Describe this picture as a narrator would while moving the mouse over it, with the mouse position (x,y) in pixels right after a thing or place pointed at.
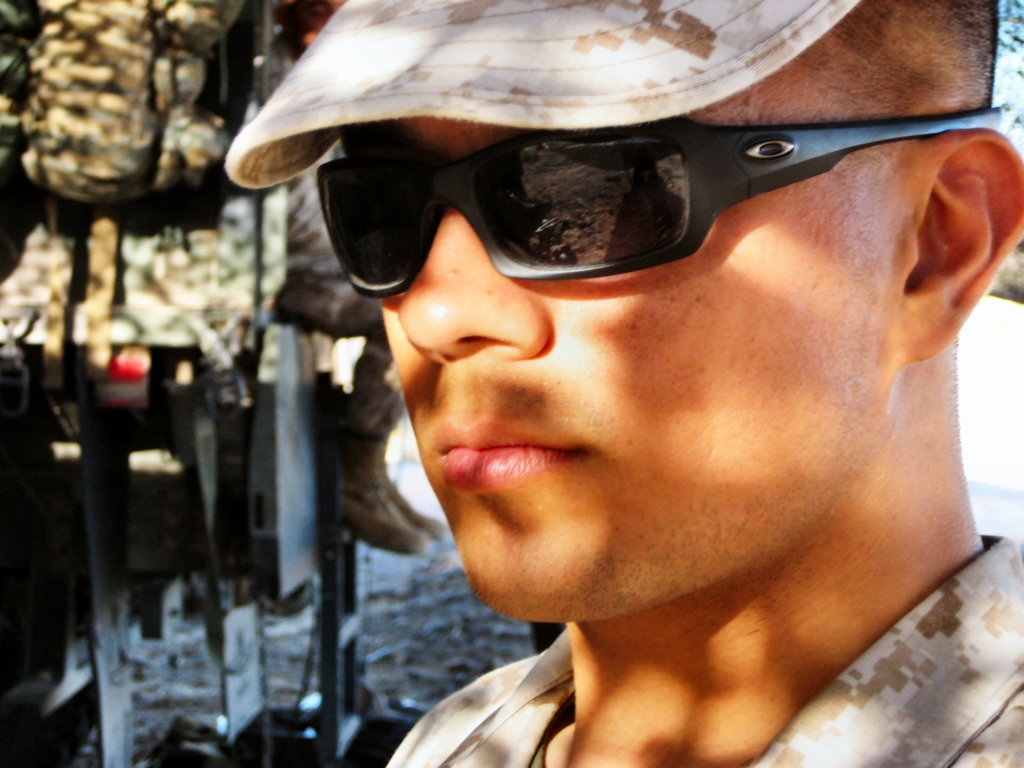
In this image I can see a person (653,383) wearing a cap (523,47) and goggles (510,240).
